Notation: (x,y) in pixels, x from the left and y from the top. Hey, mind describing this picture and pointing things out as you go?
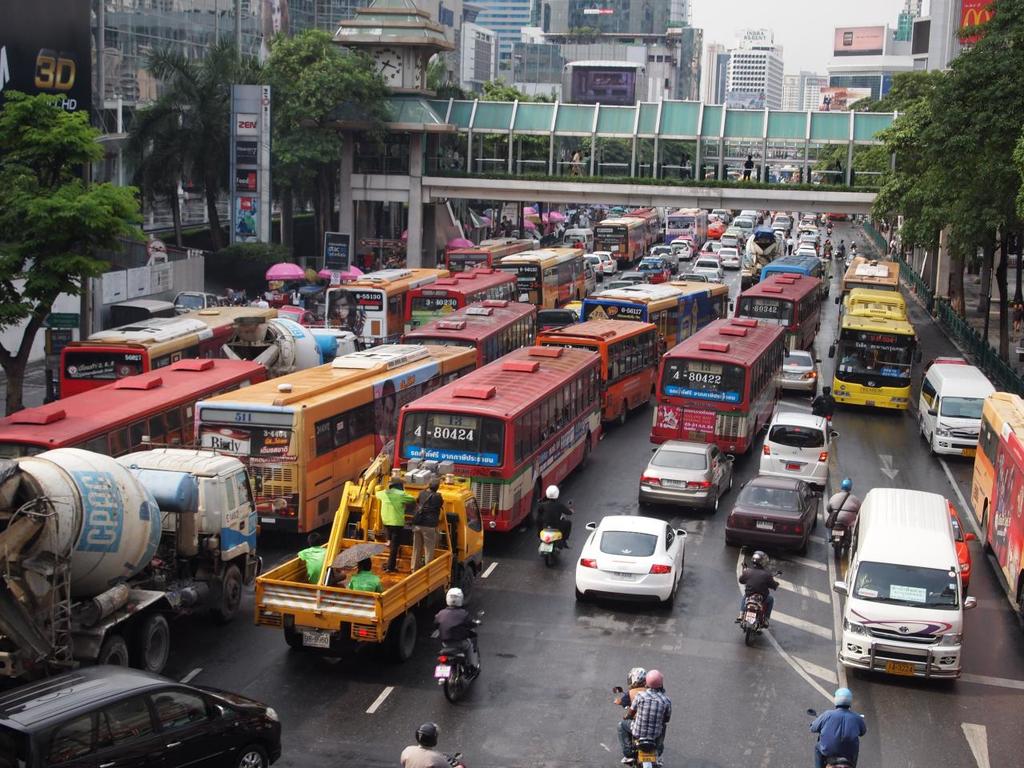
In this image, we can see a road (707,649), there are some cars (866,600), buses (384,363) on the road (600,492), we can see a bridge (668,194) and there are some trees (955,210), we can see some buildings (248,37).
